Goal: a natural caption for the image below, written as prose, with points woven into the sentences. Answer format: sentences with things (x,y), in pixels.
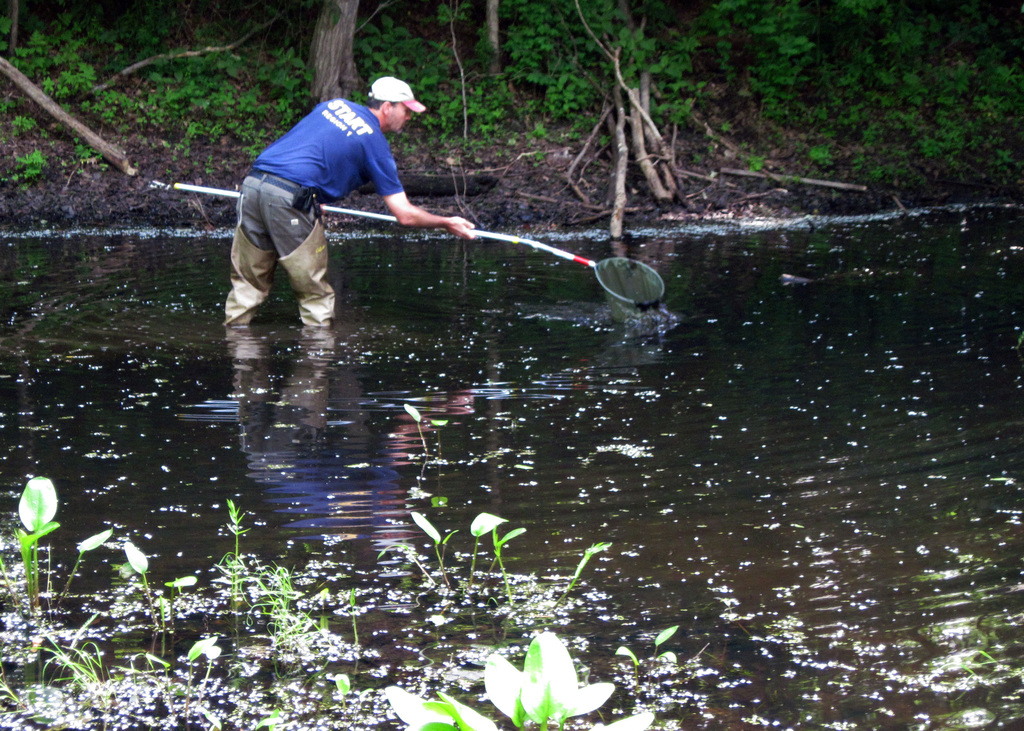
In this image we can see a man (319,268) holding a fishing net (617,307) and standing in the water (71,357) and there are some plants (423,722) in the water (775,325). We can see some plants (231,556) and trees (566,1) in the background (718,87) and there are some wooden logs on the ground (267,140).
